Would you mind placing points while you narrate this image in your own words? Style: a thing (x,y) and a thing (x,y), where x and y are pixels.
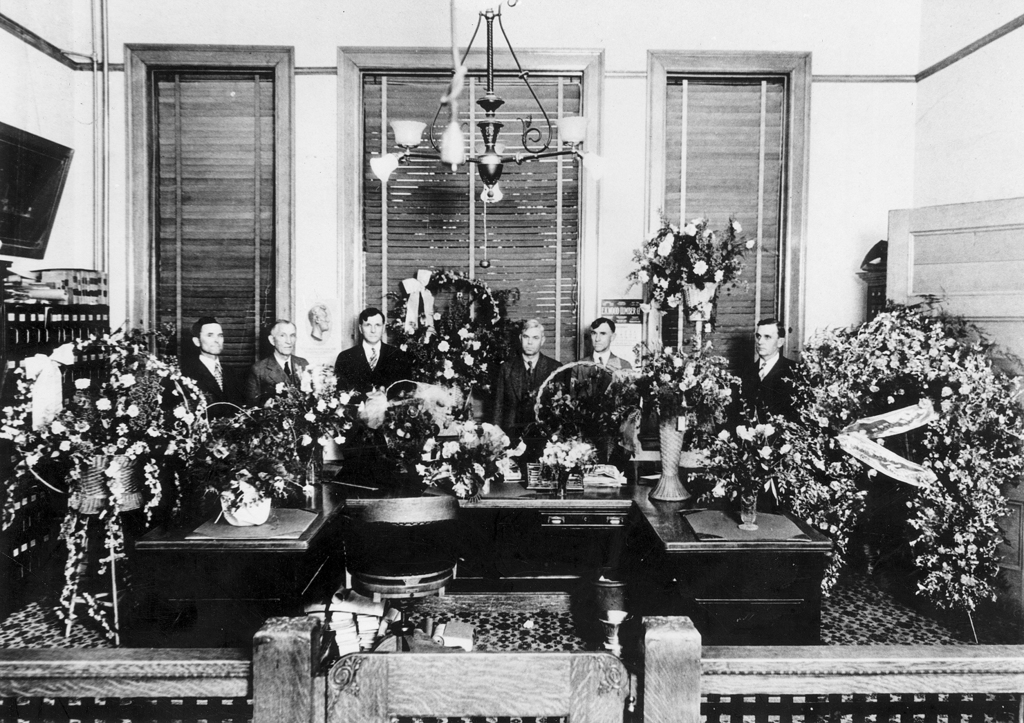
In this image there are group of people (515,394) and there are group of flower bouquets (240,461) are there on the table (195,592), and on the top (490,133) there is one chandelier (496,152) and on the background (196,152) there are some windows (735,173) and on the left side (35,205) there is one frame (27,182) and on the right side (917,177) there is a wall (909,155) and on the floor (434,616) there is one carpet (587,644).
